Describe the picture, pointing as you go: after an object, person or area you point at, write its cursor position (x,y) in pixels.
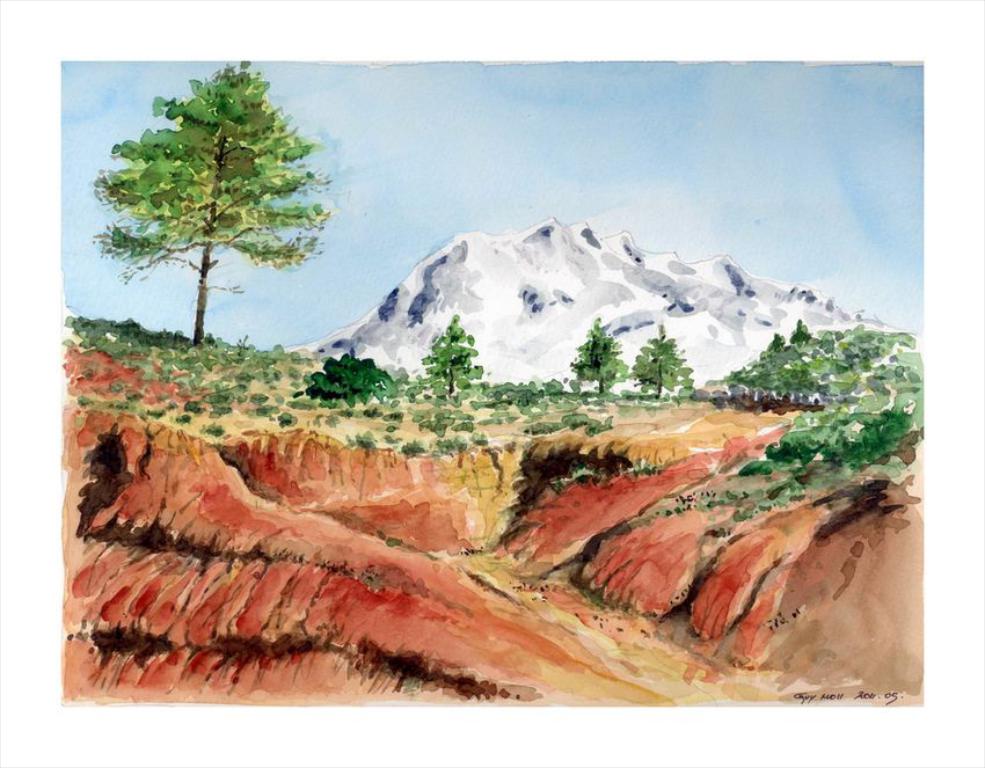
It is a painted image. In this image there are rocks (704,541). At the bottom of the image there is grass (611,397) on the surface (401,425). There are plants (504,392), trees (172,235). In the background of the image (302,268) there are mountains (548,256) and sky (599,124).
